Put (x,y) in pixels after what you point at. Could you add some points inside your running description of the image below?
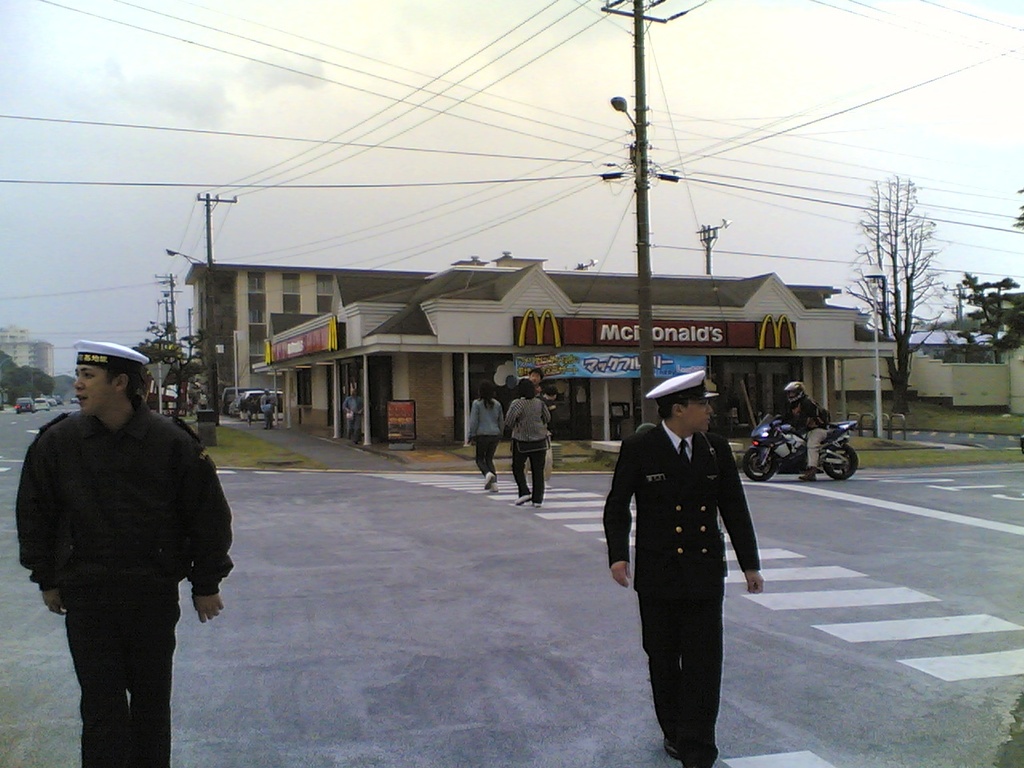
This picture is taken on the road (3,557) on which there are people (540,457) who are walking on the zebra crossing (546,489) and two men (130,542) are walking on the road (364,651). At the background (394,304) there is a building (372,316), electric pole (209,244) and the trees (172,354). At the top (275,101) there is a sky (140,103) and wires (382,114) which are connected to the electric poles (638,116). To the right side (813,441) there is a man (815,405) who is sitting on the bike (791,455).
